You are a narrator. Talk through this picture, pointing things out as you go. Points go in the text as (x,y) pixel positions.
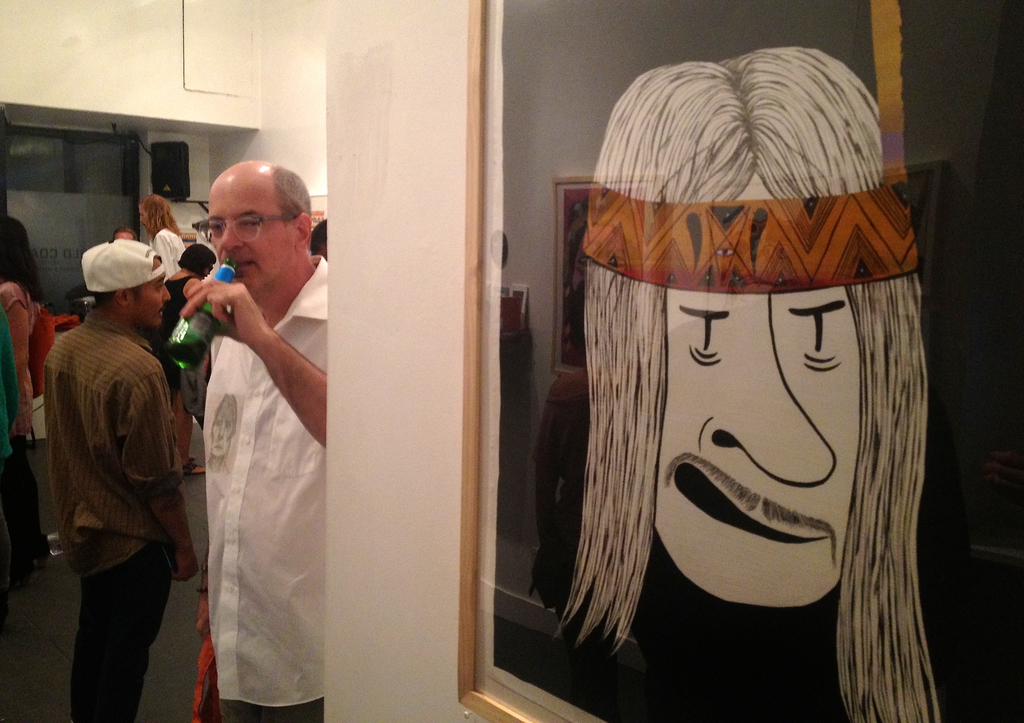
On the right side (817,500), there is a photo frame (707,468) having a painting (762,126), attached to a white wall (386,248). On the left side (263,566), there is a person (276,245) in white color shirt (218,450), holding a bottle (171,340) and standing. Beside him, there is another person (163,277). In the background (141,217), there are other persons (0,278), there is a speaker (166,168) and there is a white wall (223,89).
